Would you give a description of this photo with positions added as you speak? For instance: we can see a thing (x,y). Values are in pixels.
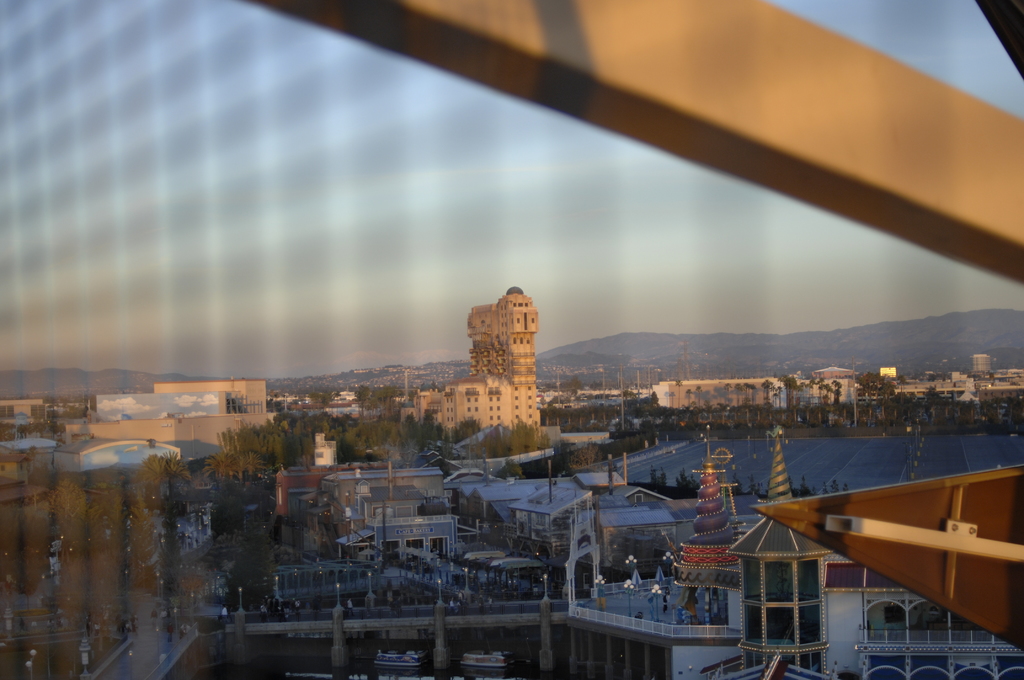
In this picture i can see many buildings (703,513). On the right (953,464) there is a water (898,467), beside that i can see the road (657,452) and trees (616,437). In the background (989,320) i can see the mountains (993,337). On the left (133,213) there is a sky (133,213). At the top (1022,224) there is a steel rod (974,257).
